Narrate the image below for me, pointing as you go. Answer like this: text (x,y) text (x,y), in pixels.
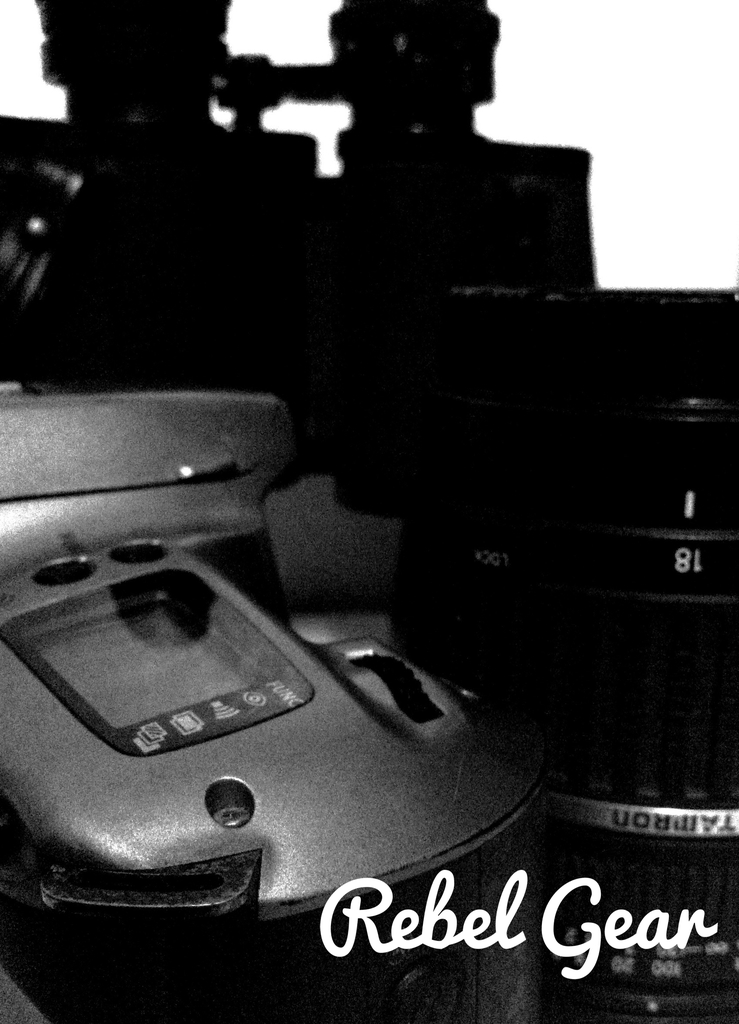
In this image I can see camera parts (237,692) and there is a white background (557,39).
